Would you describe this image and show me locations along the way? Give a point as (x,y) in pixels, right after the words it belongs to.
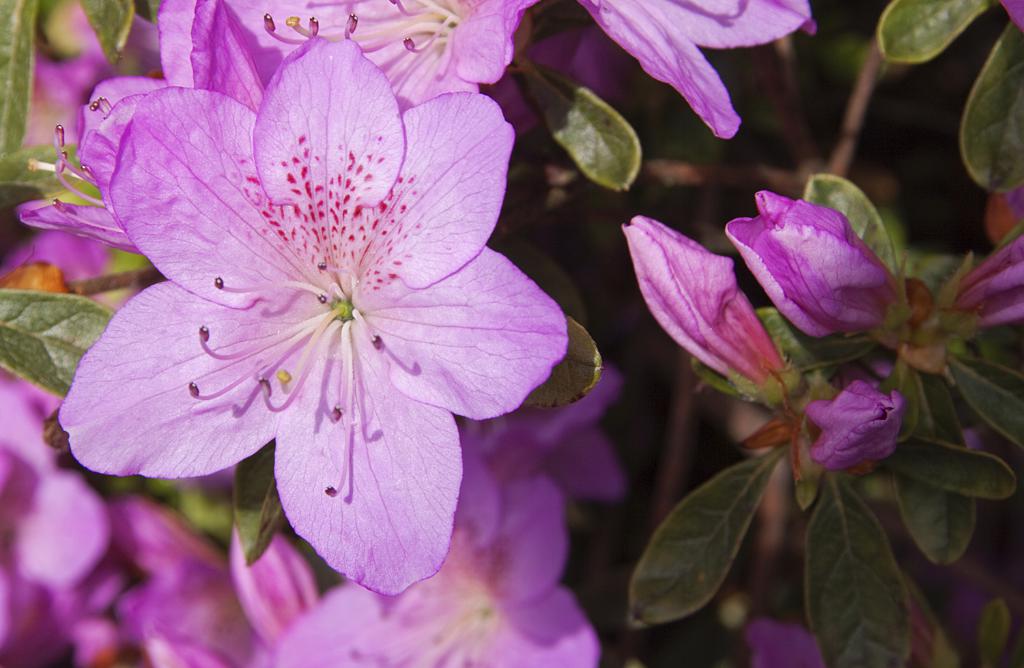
In this image I can see few flowers (398,331) which are pink and cream in color. I can see few leaves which are green in color.
